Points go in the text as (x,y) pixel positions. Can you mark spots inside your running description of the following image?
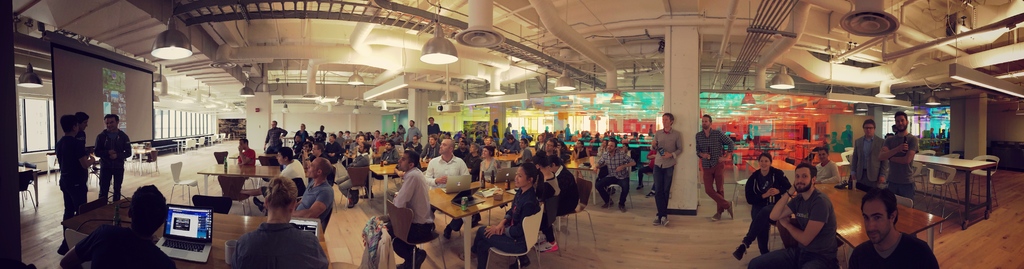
In this picture, we see the people (429,142) are sitting on the chairs (534,228). In front of them, we see a table (373,173) on which the laptops (187,247), glasses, papers (492,189), glass bottles (483,178) and some other objects (461,204) are placed. On the right side (867,138), we see two men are standing. Behind them, we see a table (957,166) and a pillar (983,121). In the middle (669,150), we see two men (674,137) are standing and behind them, we see a pillar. On the left side (76,144), we see three men (77,151) are standing. Behind them, we see a projector screen (95,100). Behind that, we see the chairs (152,158) and the tables (132,148). Behind that, we see the glass windows (180,122). In the background (307,125), we see the pillars (413,117) and a wall (331,117) in white, yellow and orange color. At the top (644,37), we see the lights (429,41) and the ceiling (628,22) of the room (568,49).
